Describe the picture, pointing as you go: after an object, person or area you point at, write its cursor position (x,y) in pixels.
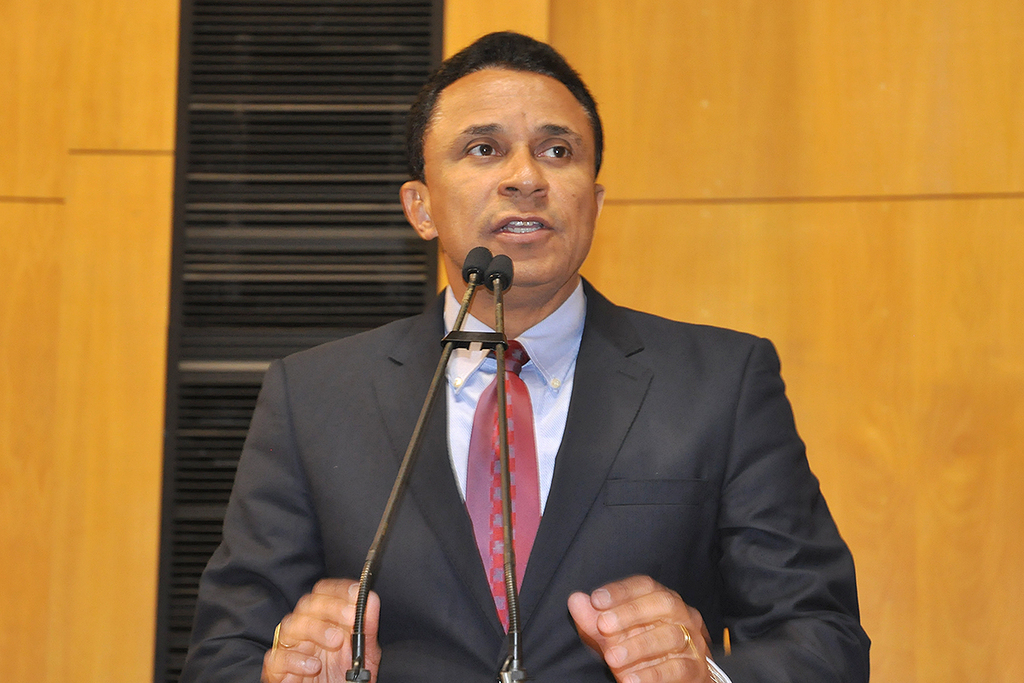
The man (510,392) in the middle of the picture (510,392) wearing the blue shirt (563,398) and black blazer (564,478) is talking on the microphone (507,280), which is placed in front of him. Behind him, we see a wall (698,109) in yellow color and we even see a wall (366,183) in black color. This picture might be clicked in a conference hall (83,290).
